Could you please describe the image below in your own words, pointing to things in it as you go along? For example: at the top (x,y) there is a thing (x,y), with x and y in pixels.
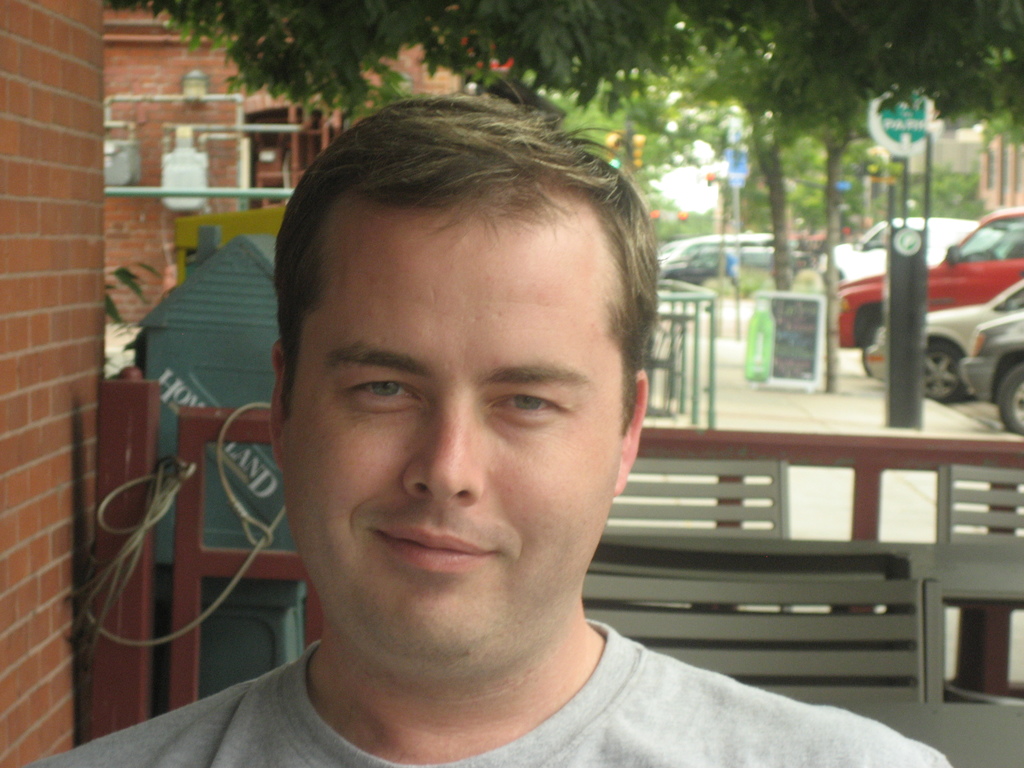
In this image there is a man (339,385) smiling, and in the background (12,128) there are houses (12,128), trees (433,6), vehicles (865,245) parked on the path (936,416), there are boards (813,321), poles (902,160) and there are iron rods (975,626).
